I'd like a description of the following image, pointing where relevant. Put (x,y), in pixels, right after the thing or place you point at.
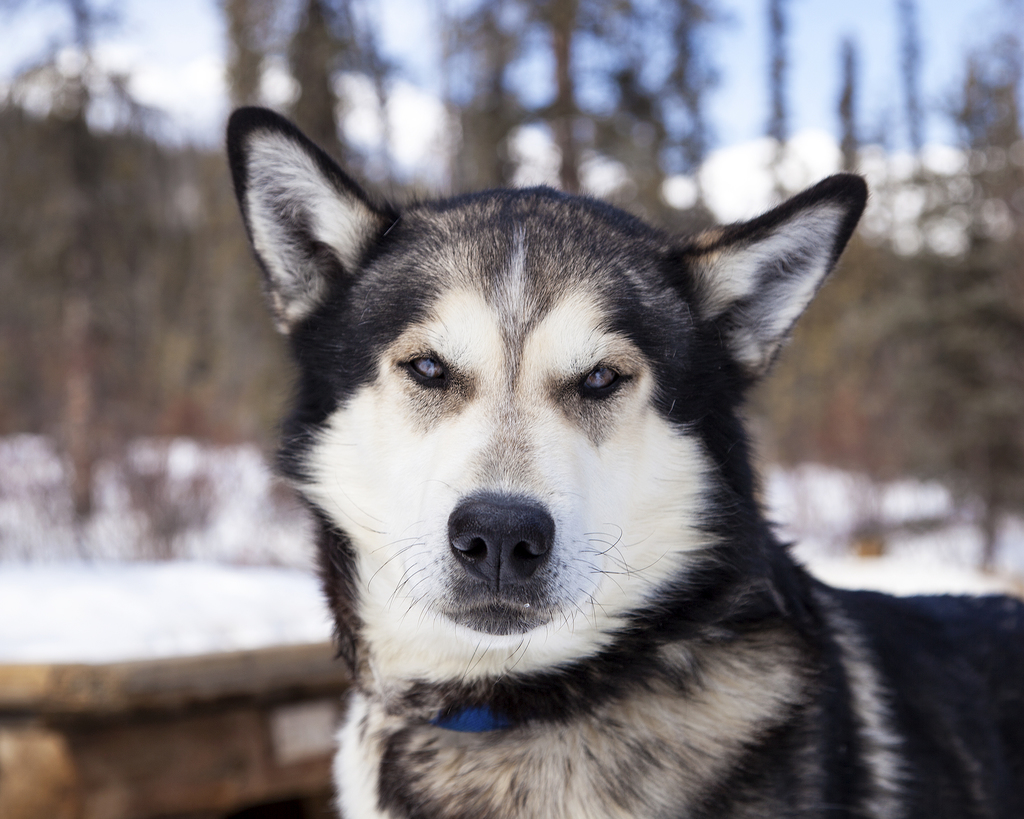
In this image I can see an animal (710,662), in the background (935,278) it might be a tree (934,306) and the sky (866,65).
